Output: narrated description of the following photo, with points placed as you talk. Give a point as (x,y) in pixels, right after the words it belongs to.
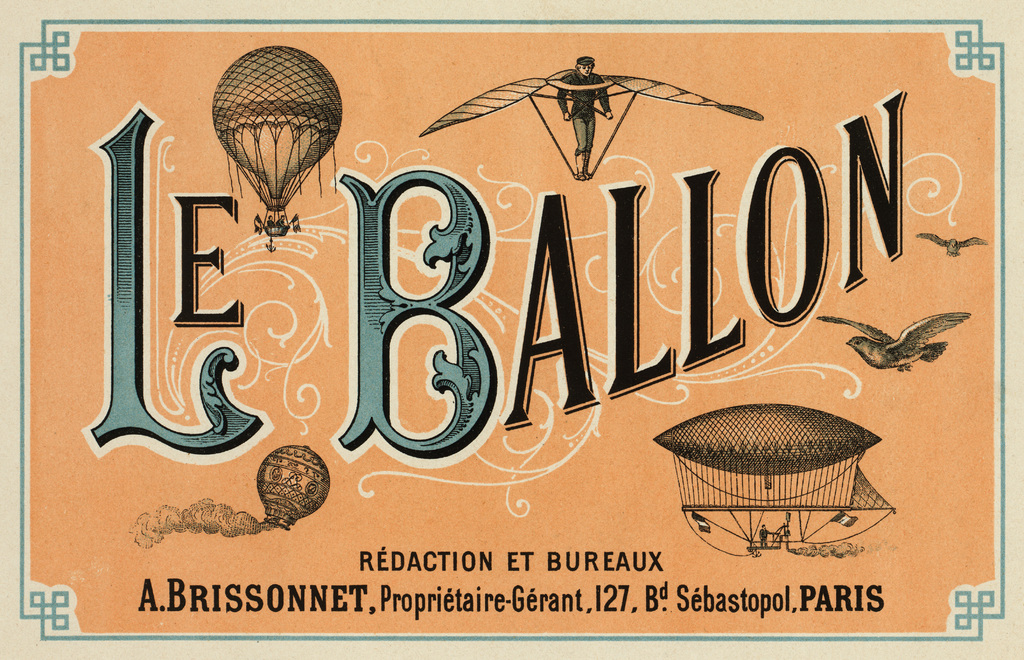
In the image there is a poster (714,604). On the poster (758,293) there are few images (297,148) of air balloons (250,170), birds (949,250) and a man (565,101). At the bottom of the image (391,552) there is something written on it. And also there is a name (693,252) in the middle of the poster (1001,530).
